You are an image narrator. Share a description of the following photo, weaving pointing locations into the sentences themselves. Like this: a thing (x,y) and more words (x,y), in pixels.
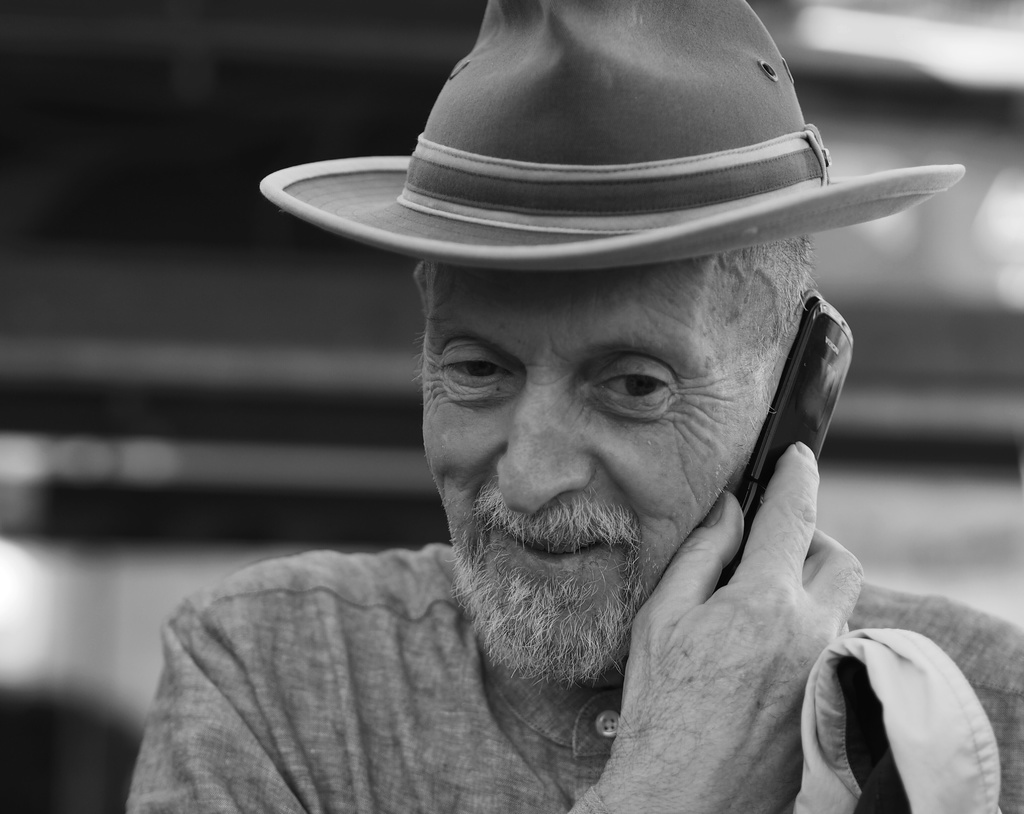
This is black and white image, in this image there is a man (561,646) holding mobile (789,440) in his hand (778,471) and wearing hat (496,161).
